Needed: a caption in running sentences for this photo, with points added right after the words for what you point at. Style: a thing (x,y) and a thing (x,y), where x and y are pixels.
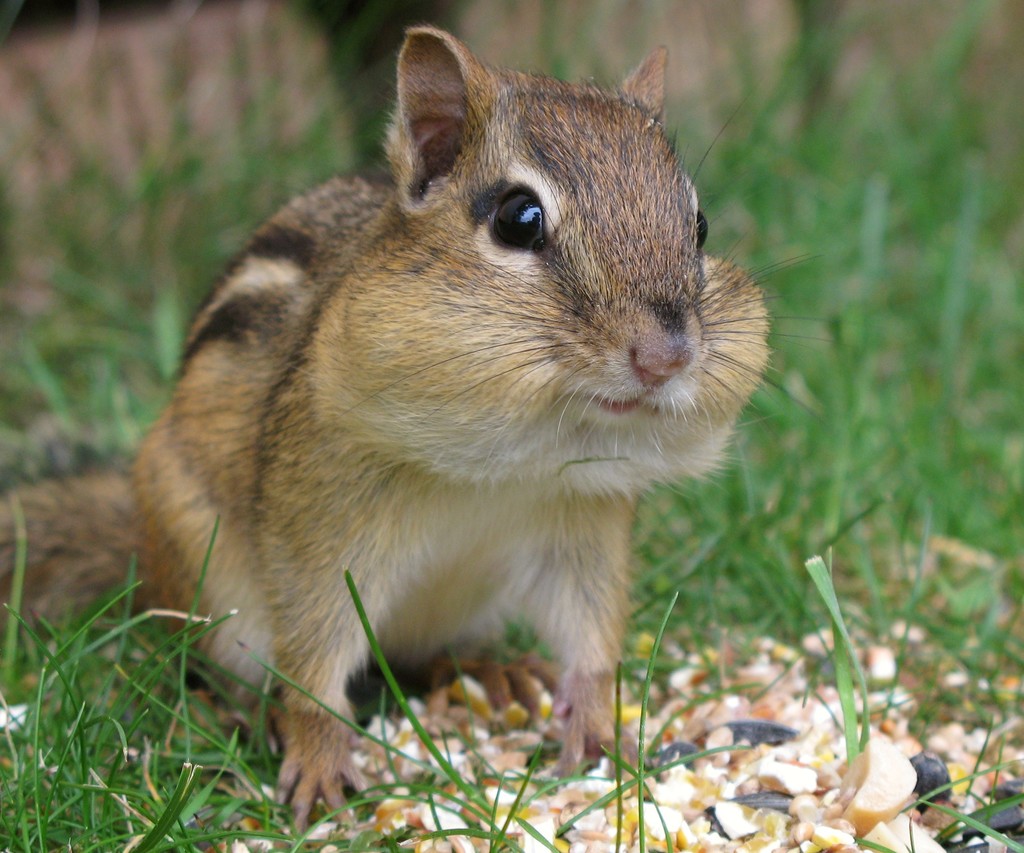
In this image I can see a squirrel (312,305) which is in brown color, at the back (751,161) I can see grass (837,535) in green color.
